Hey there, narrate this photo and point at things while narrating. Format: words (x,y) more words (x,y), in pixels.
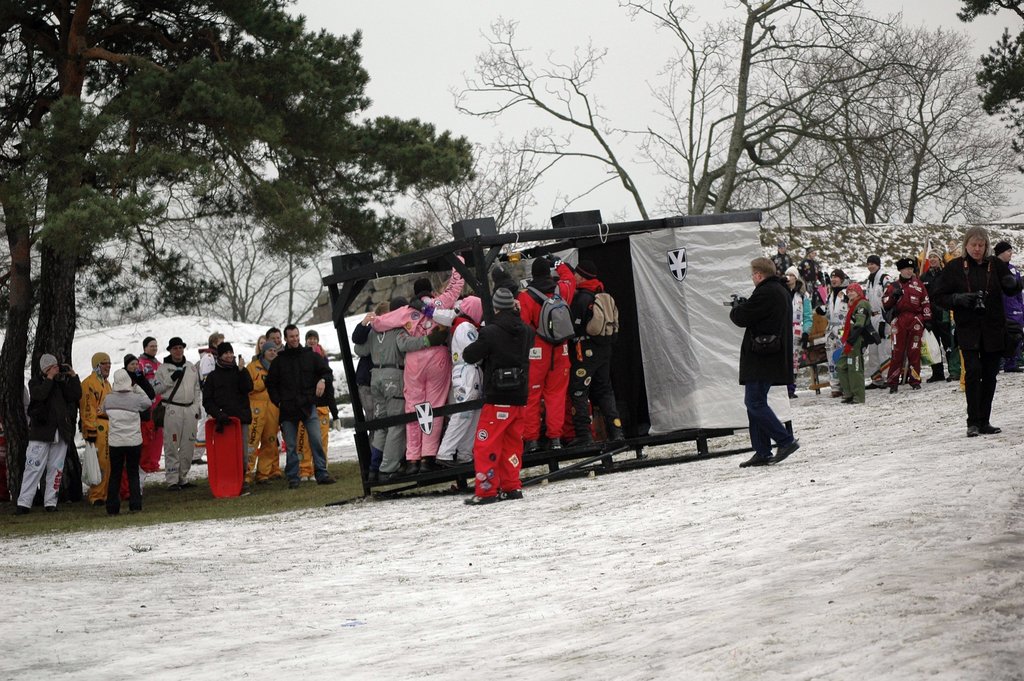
In this image, we can see trees (391,162) and there are people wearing coats (982,336), caps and some are wearing bags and holding objects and we can see a shed (696,342). At the bottom (467,544), there is snow (341,546).
